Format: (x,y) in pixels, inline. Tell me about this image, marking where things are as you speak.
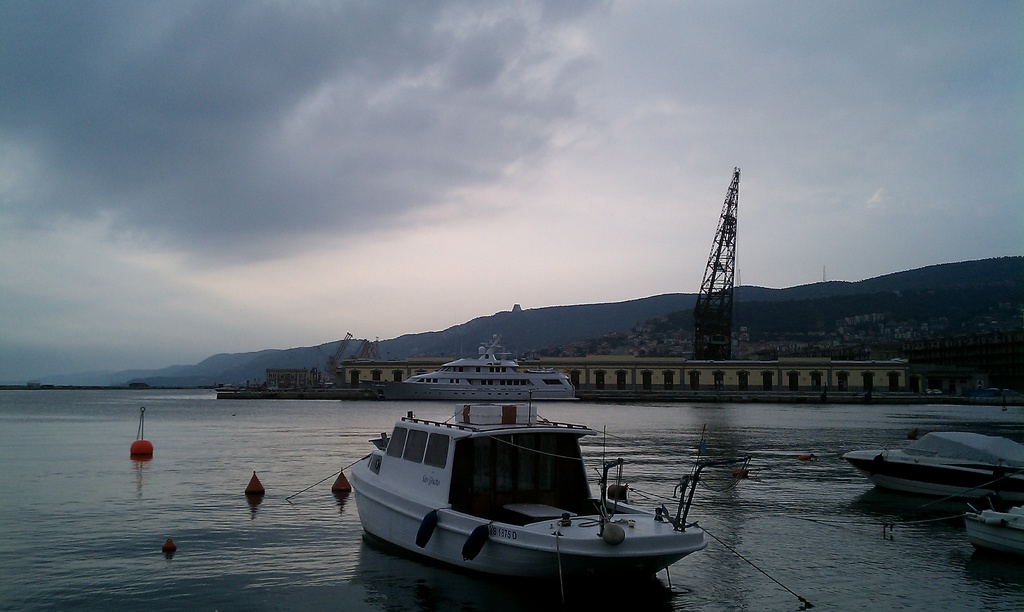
In this picture I can see the water (63,390) on which there are few boats (529,417) and in the middle of this picture (669,377) I see few buildings (720,365) and a tower (729,244). In the background (430,281) I see the sky (511,191) which is a bit cloudy.
